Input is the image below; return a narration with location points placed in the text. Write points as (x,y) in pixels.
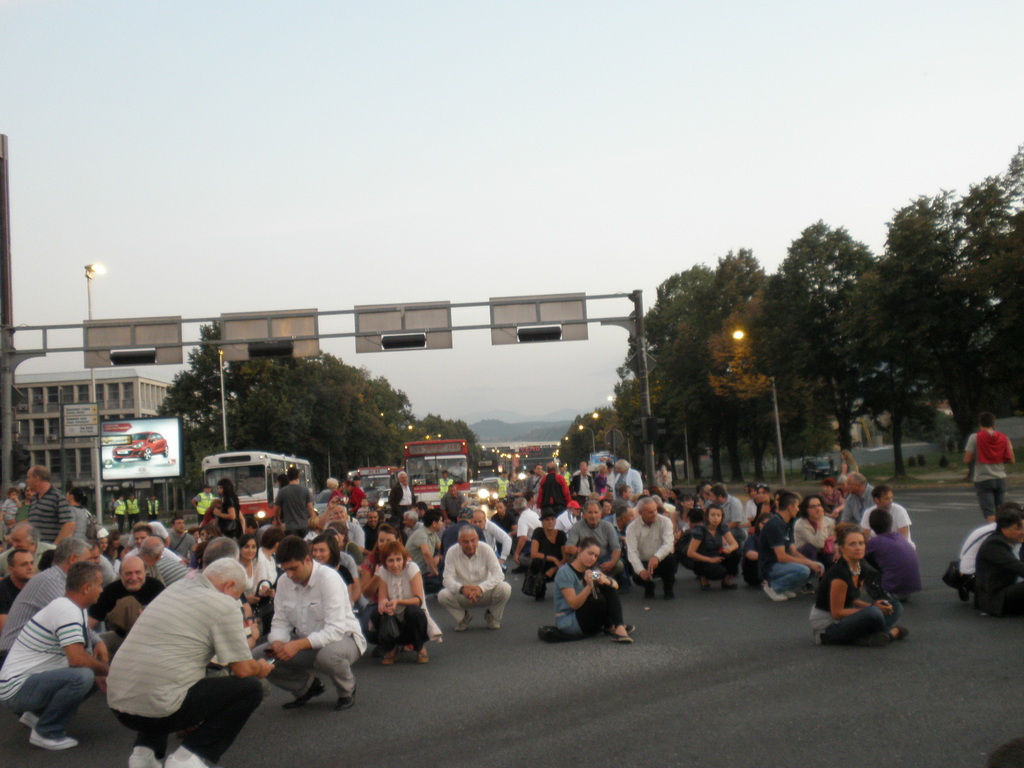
There are many people (352,555) on the road (660,716). In the back (433,457) there are vehicles (417,468). Also there is a stand (641,327) across the road (695,703). On the stand (133,324) there are boards (451,342). Also there are light poles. On the sides of the road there are trees (826,369) and lights (567,437). On the left side (107,396) there is a building (72,398). Also there is a screen (150,445). In the background (668,190) there is sky (292,218).
